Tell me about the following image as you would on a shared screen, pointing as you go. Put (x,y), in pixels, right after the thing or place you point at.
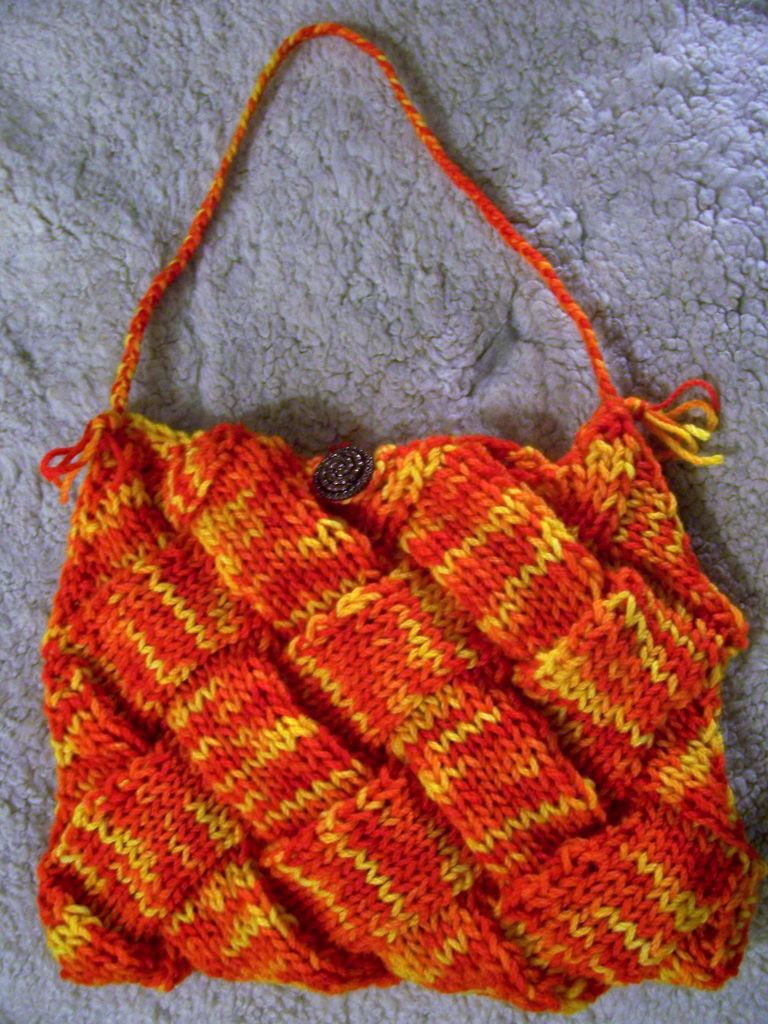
This picture consists of a bag (363,638) which is red in colour.
